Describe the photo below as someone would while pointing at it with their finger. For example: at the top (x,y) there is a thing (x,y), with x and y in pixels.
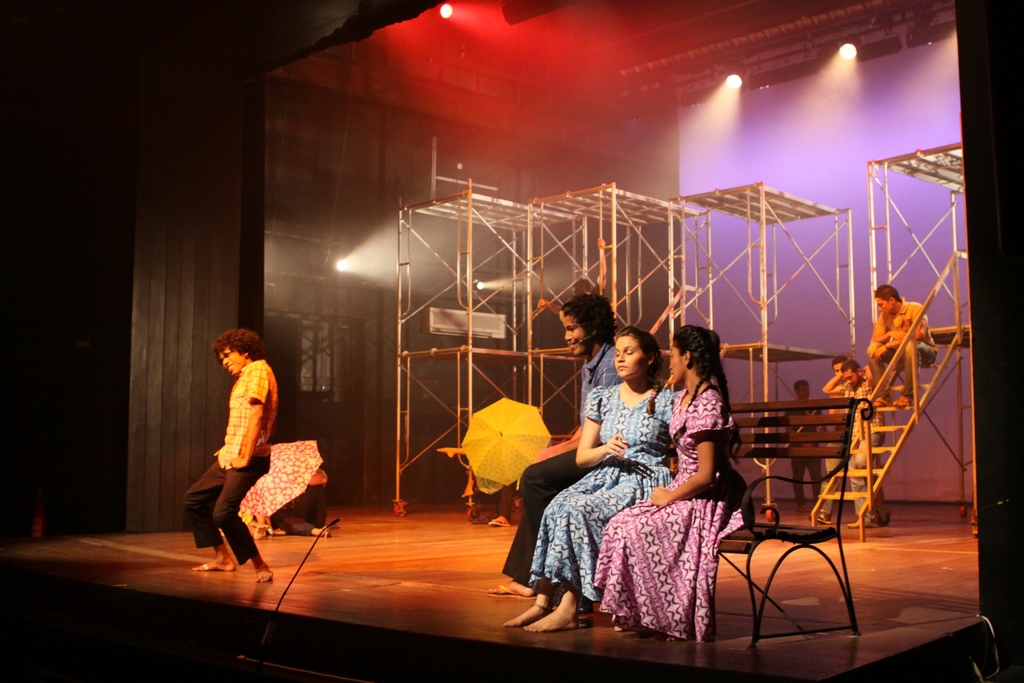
In this image there are three persons (667,508) sitting on the bench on the right side of this image (730,507) and there is one person (243,477) standing on the left side of this image (232,484). There are some iron objects (711,274) as we can see in middle of this image (660,262). There is a wall (878,251) in the background (365,236). There are some lights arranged on the top of this image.
